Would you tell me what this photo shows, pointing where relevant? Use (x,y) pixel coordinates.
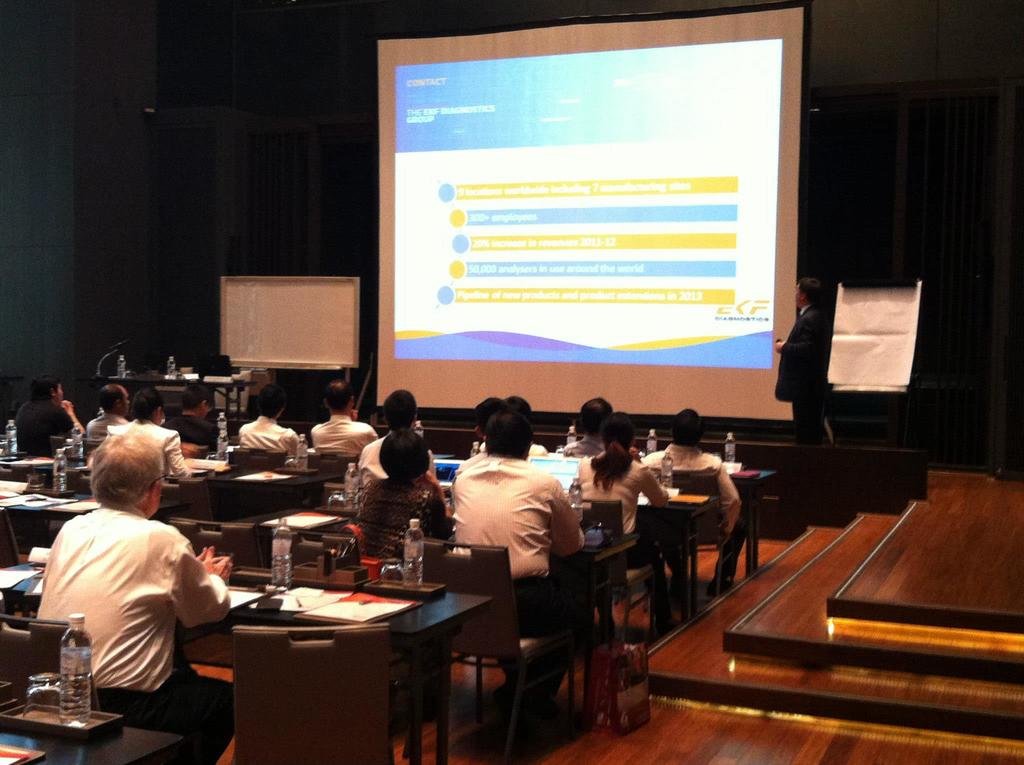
Here we can see a group of persons (119,547) are sitting on the chair (263,466), and in front (416,597) here is the table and bottle (412,577) and some objects (377,596) on it, and in front here is the projector screen (578,245), and a person (786,366) is standing.
